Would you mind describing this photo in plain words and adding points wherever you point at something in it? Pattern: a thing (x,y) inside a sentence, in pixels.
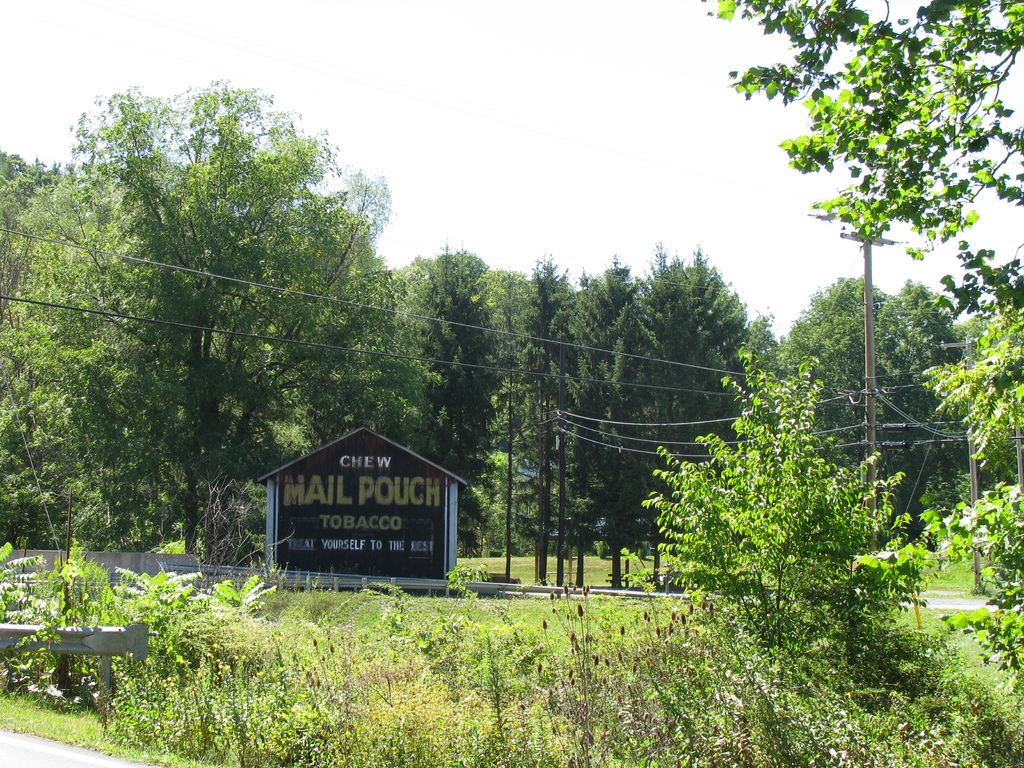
In this image we can see a guard rail (89,640) placed on the ground (85,716), group of plants (367,710), a sign board (339,570) placed on the ground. In the background (872,532) we can see group of poles (1021,481), trees (516,354) and sky (395,155).
